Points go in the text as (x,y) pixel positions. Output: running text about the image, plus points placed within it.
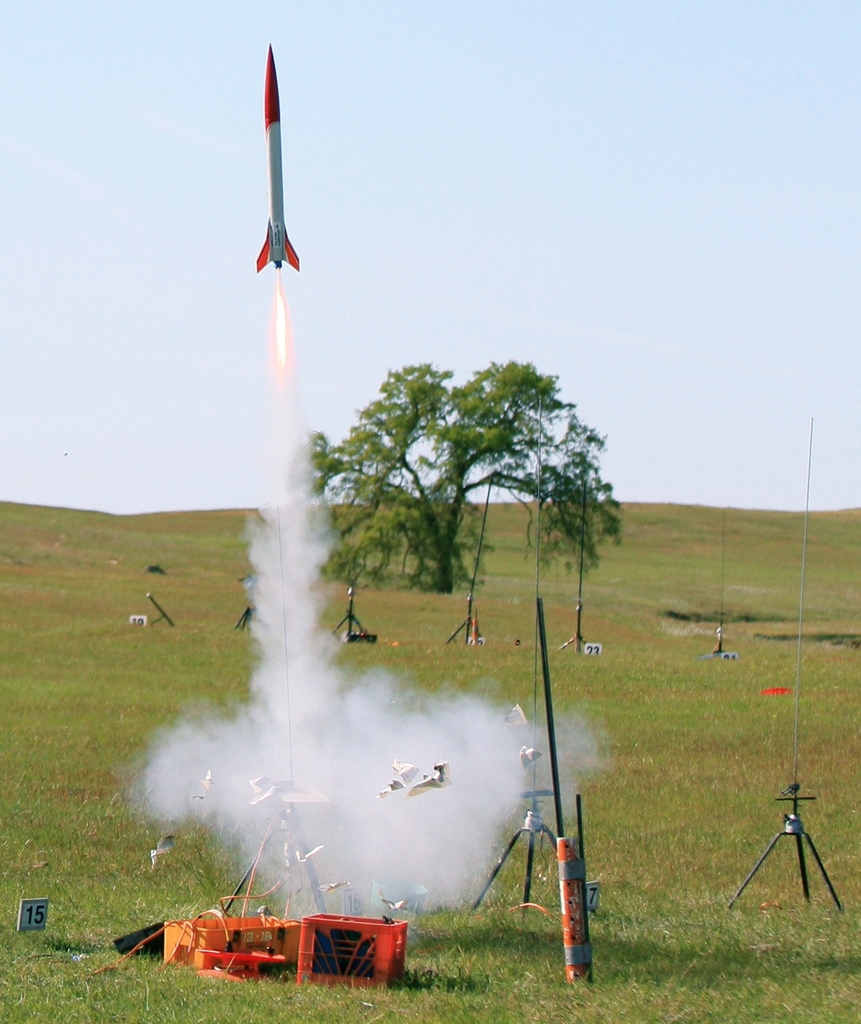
In this picture we can see a tree (356,435), stands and some objects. In the background (158,407) we can see a rocket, sky (452,343).
